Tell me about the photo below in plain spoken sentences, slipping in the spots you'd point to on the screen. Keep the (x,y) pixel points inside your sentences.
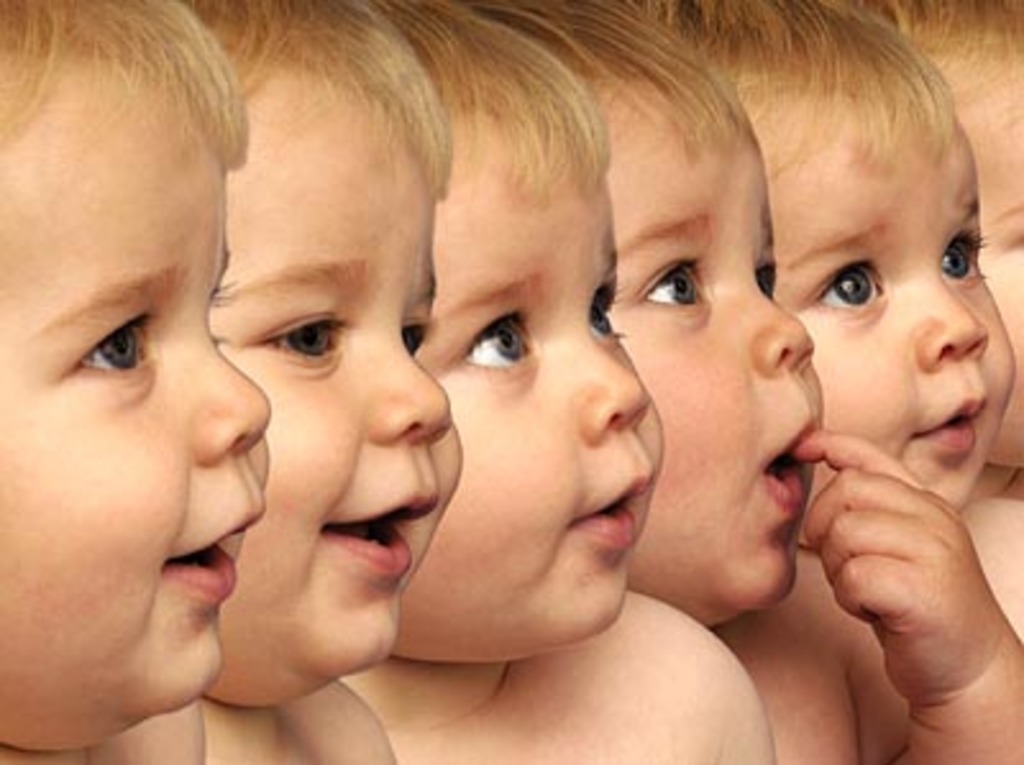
This is an edited image. I can see a baby (317,545) with different facial expressions.
